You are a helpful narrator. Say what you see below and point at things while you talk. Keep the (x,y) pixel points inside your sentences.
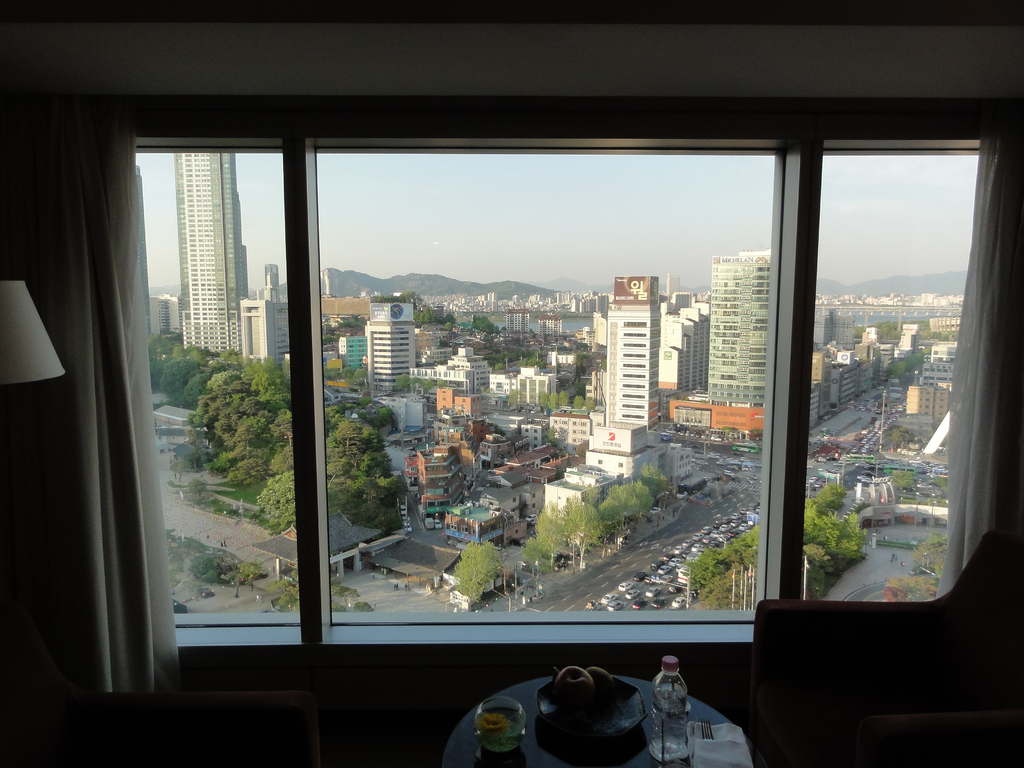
This image consists of a window (350,529) along with the curtains (115,554). On the left (21,332), there is a lamp (43,363). At the bottom (610,763), there is a table (561,760). On which there is a bottle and a jar (514,731). Through the window (557,447) we can see many buildings (655,452) and trees (538,549) along with the roads (597,609).
